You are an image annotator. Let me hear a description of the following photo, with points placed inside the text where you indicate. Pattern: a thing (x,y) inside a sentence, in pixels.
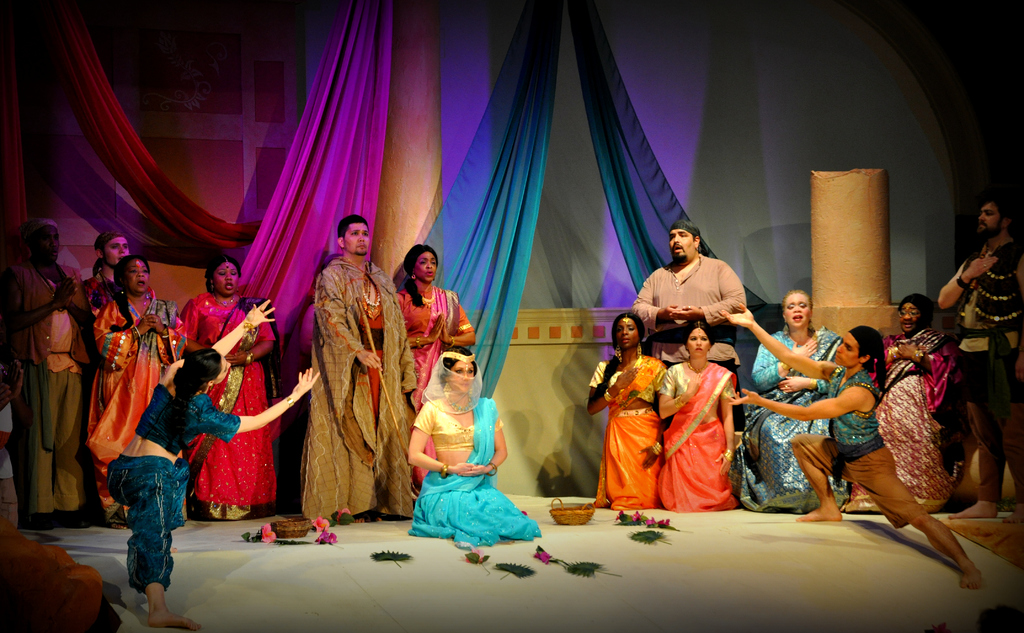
In this image I can see number of people (497,493) and I can see all of them are wearing costumes (345,313). In the background (308,167) I can see few curtains (357,191) and I can also see few baskets (581,518) over here.
